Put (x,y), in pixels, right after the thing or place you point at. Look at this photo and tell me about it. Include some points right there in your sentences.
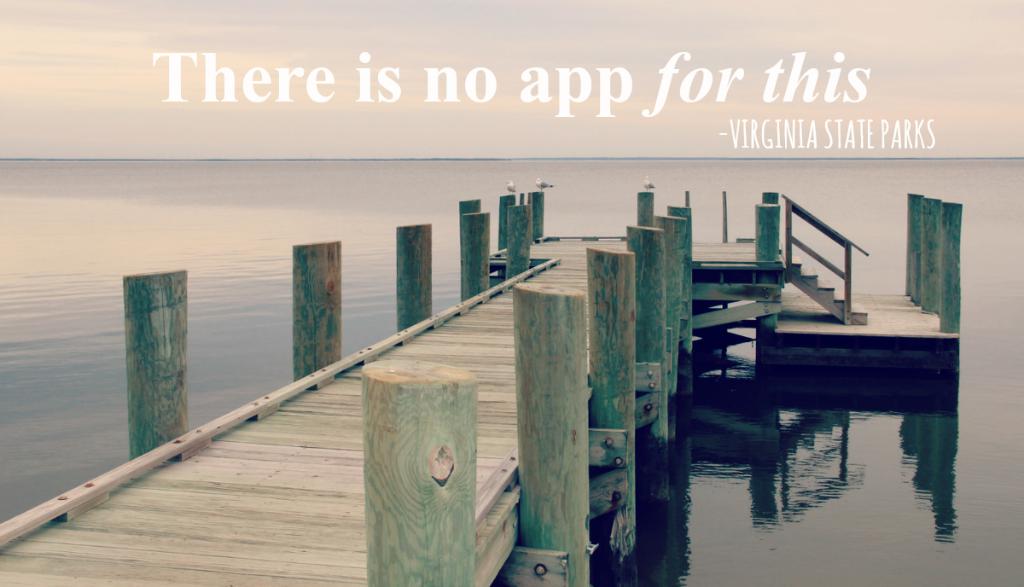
In this image we can see a deck (547,260) with wooden poles (572,337). Also there are steps (811,296) with railing (789,229). And there is water (838,383). At the top (213,73) something is written on the image.
